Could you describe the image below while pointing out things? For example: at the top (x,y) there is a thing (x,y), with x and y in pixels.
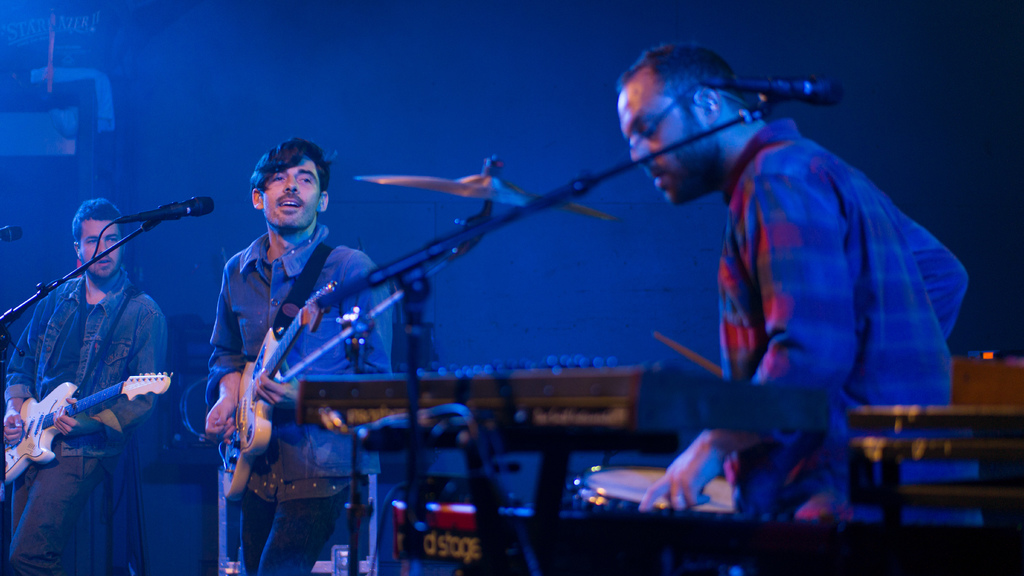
This 3 persons (119,332) are highlighted in this picture. This 2 persons (154,341) hold guitars (269,432). In-front of this person (819,310) there is a mic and holder (158,223). This person (816,298) plays a musical instruments (721,501).
